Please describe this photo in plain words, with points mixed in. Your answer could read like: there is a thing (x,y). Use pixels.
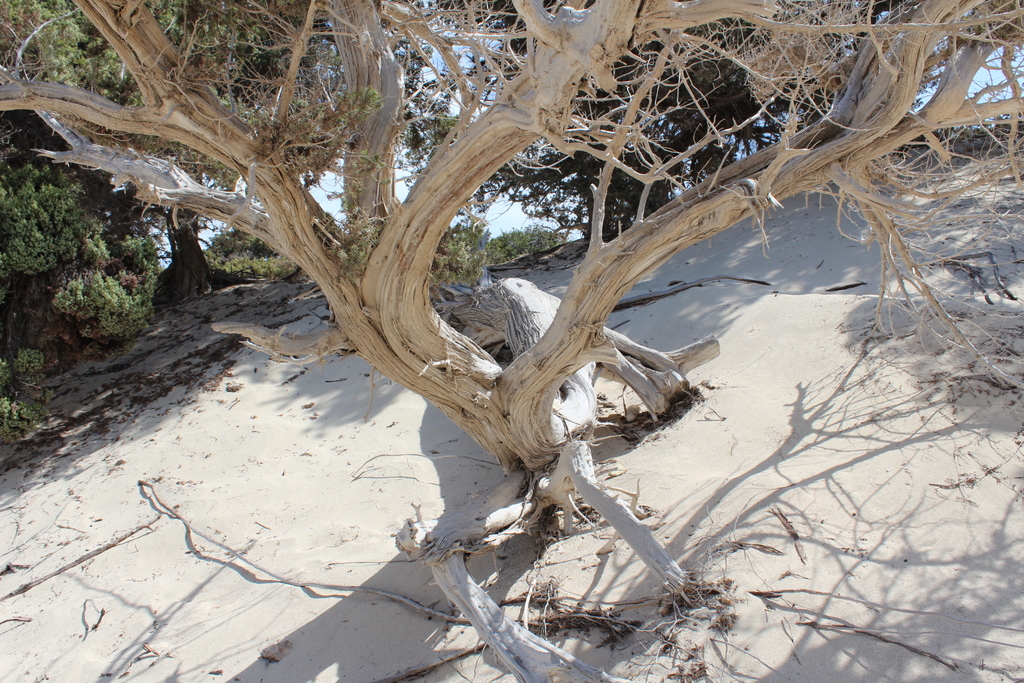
In this image we can see trees (472,212) on a sandy land (347,434) and there is a sky (330,191) in the background (341,199).
